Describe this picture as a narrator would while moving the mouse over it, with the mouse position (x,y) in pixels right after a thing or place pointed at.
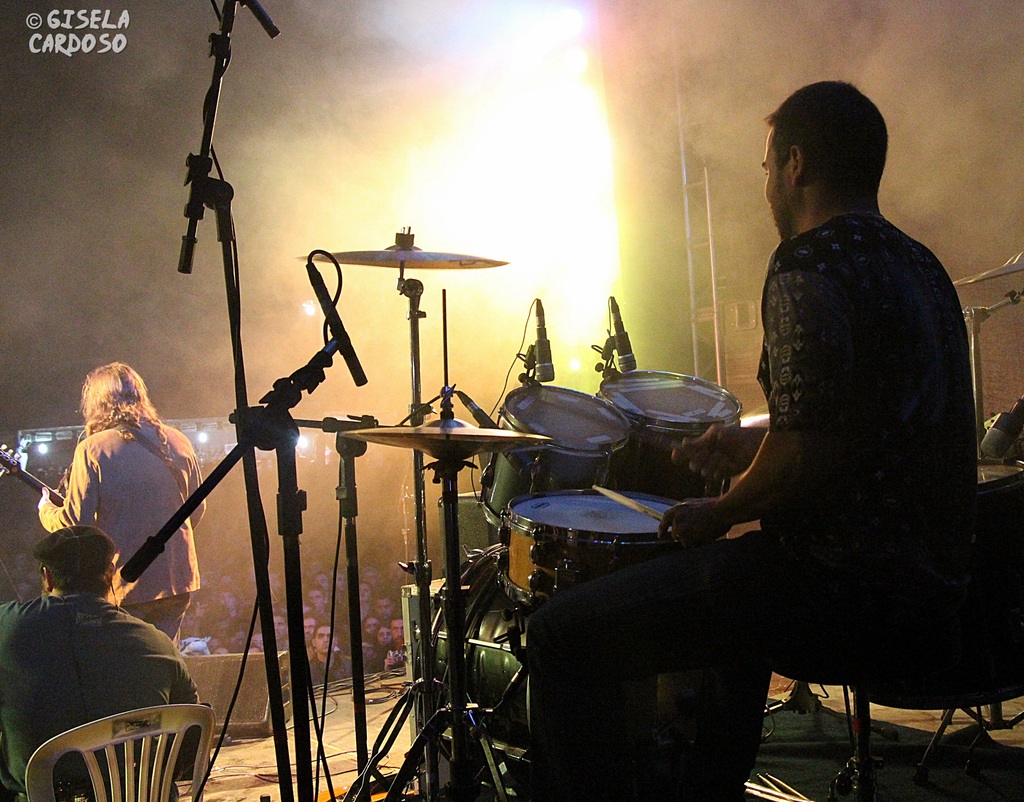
In this picture we can see some people (140,640) on the stage (399,678) playing some musical instruments (402,445).
